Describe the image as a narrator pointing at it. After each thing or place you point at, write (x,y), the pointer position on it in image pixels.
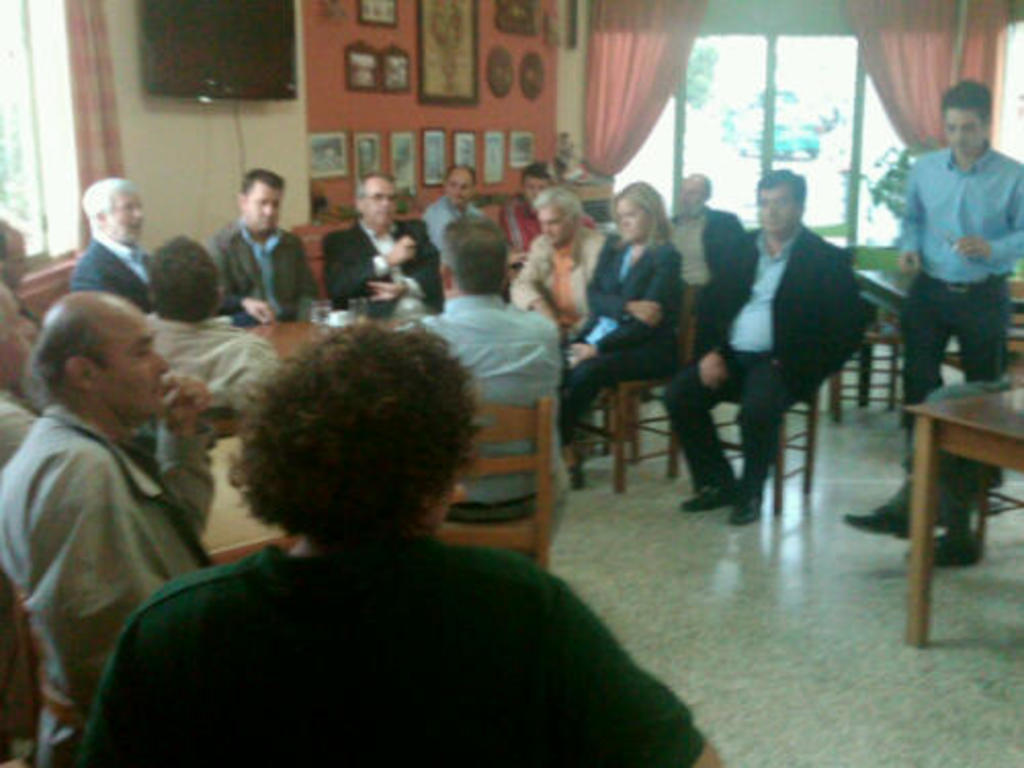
In this image we can see some group of persons (323,472) sitting on chairs (614,424), there is a person (969,213) wearing blue color shirt (934,240) standing and in the background of the image (237,86) there is a television (252,78), there are some paintings (526,15) attached to the wall (389,134), on right side of the image (797,62) there is a glass window (730,131) through which we can see some vehicles (754,135), trees (706,95), there are curtains (634,96).
